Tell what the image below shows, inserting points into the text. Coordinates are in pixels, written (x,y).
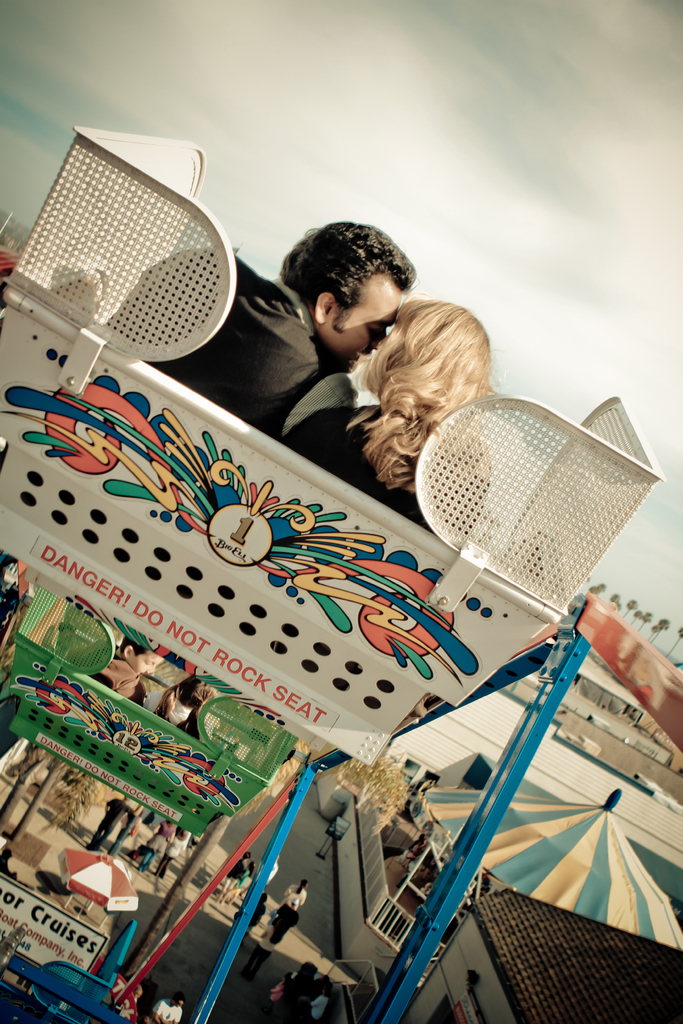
In the foreground of the image (297,489) we can see two people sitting on a ride (179,559). To the right side of the image (553,748) there are houses (639,713), trees (633,606). At the top of the image (382,60) there is sky (382,60). At the bottom of the image (223,893) there are people (162,864) walking on the road (200,931).
